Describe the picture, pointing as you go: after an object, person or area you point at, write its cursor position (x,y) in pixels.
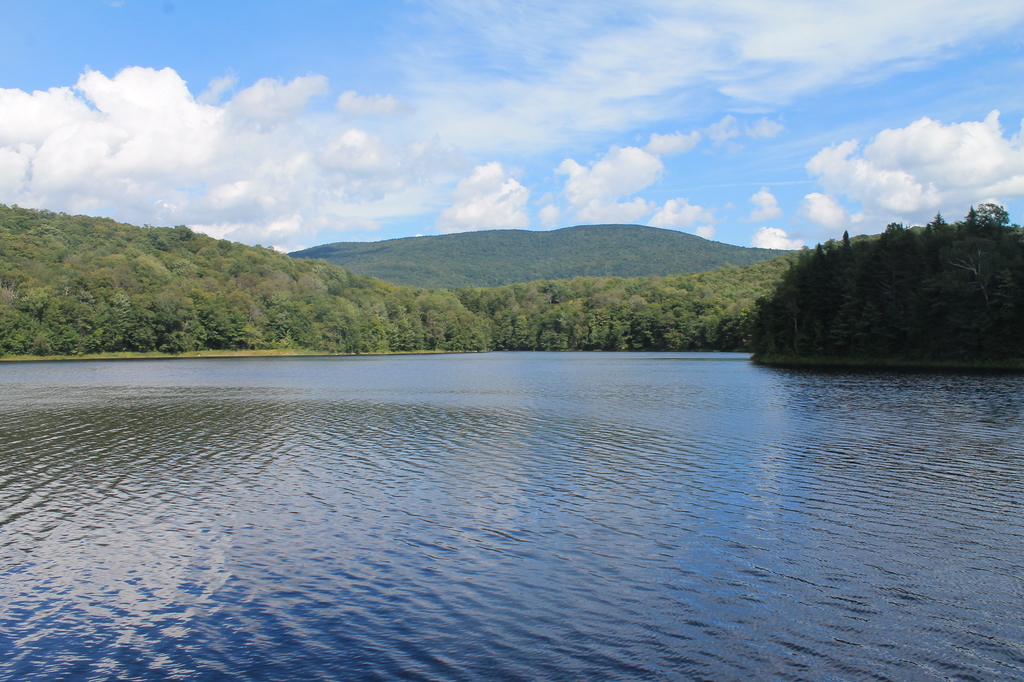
In this image we can see the hills (547,246) and also the trees (873,283). At the top (429,56) there is sky (471,89) with the clouds (612,203) and at the bottom (536,514) we can see the water (642,484).
